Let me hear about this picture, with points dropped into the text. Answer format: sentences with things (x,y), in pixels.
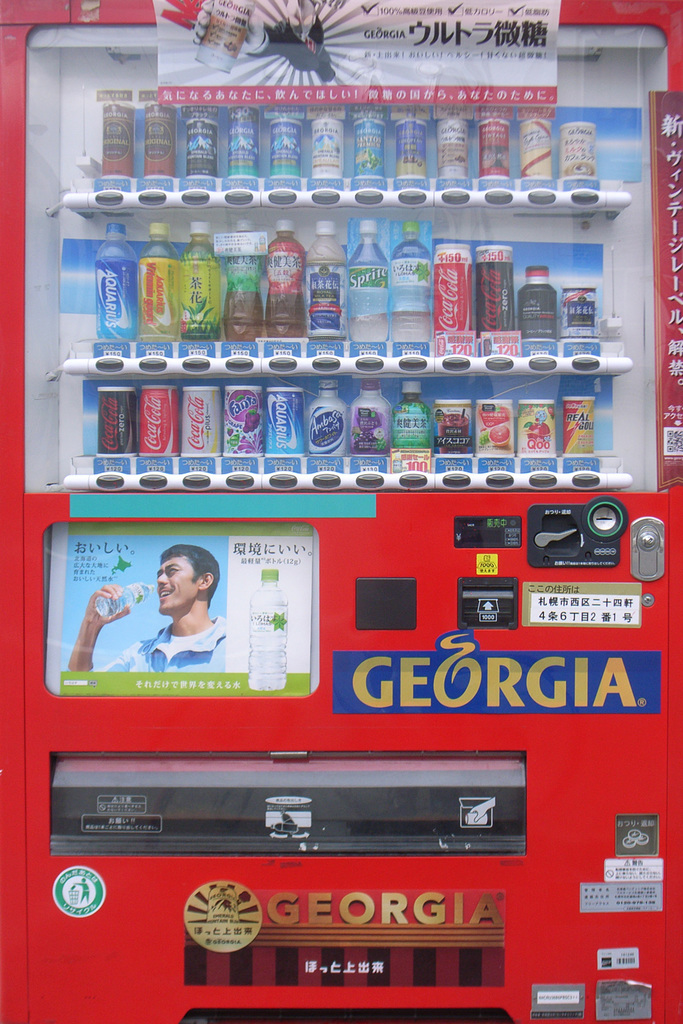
In this image, I can see a vending machine (69,403) with the bottles (100,291) and cans (191,153) in it. These are the posters (190,74) attached to the vending machines (528,781).
